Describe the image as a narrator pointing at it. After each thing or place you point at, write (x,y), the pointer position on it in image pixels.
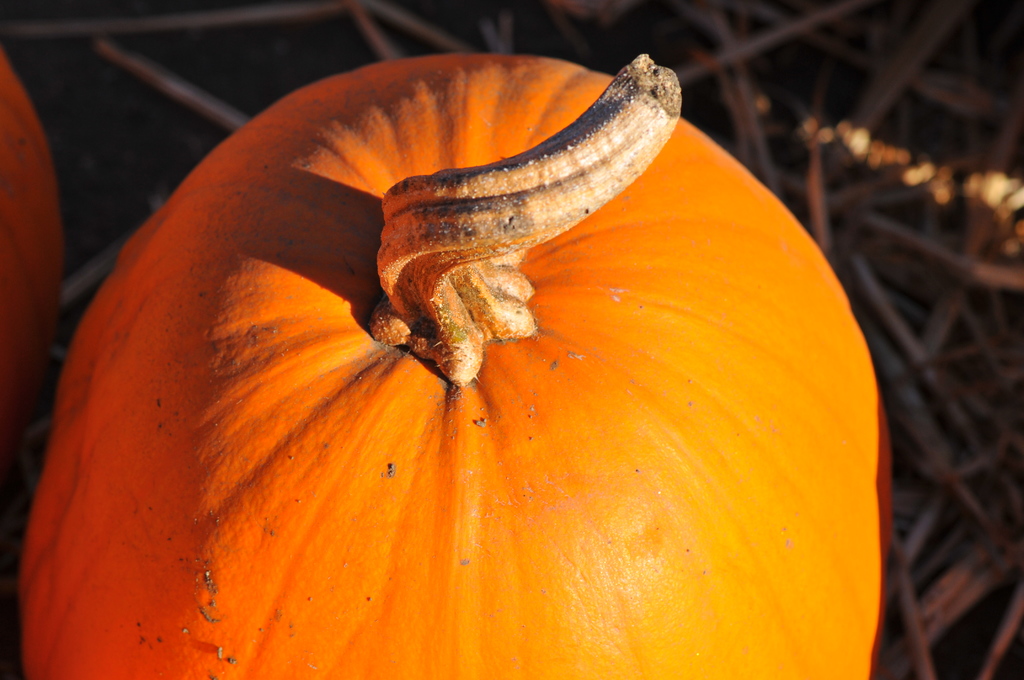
In this picture we can see a pumpkin (729,429) in the front (718,419), there are some sticks (912,413) in the background (198,99).
